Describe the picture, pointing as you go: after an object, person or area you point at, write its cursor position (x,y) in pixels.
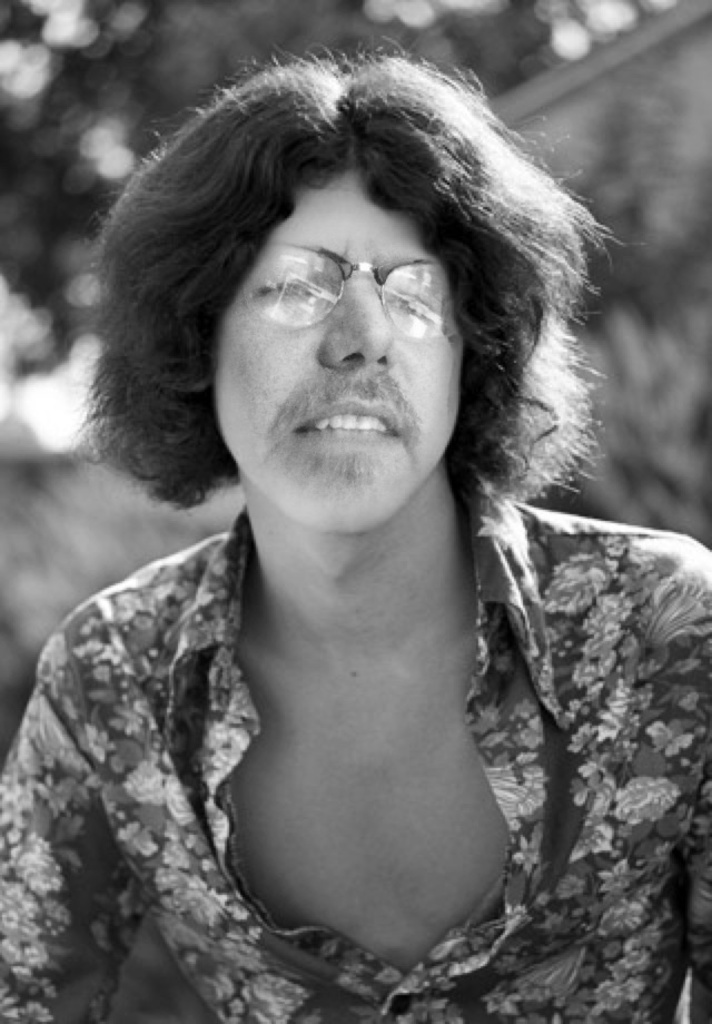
This is a black and white picture of a person (428,371) with spectacles (317,294), and there is blur background (623,72).
